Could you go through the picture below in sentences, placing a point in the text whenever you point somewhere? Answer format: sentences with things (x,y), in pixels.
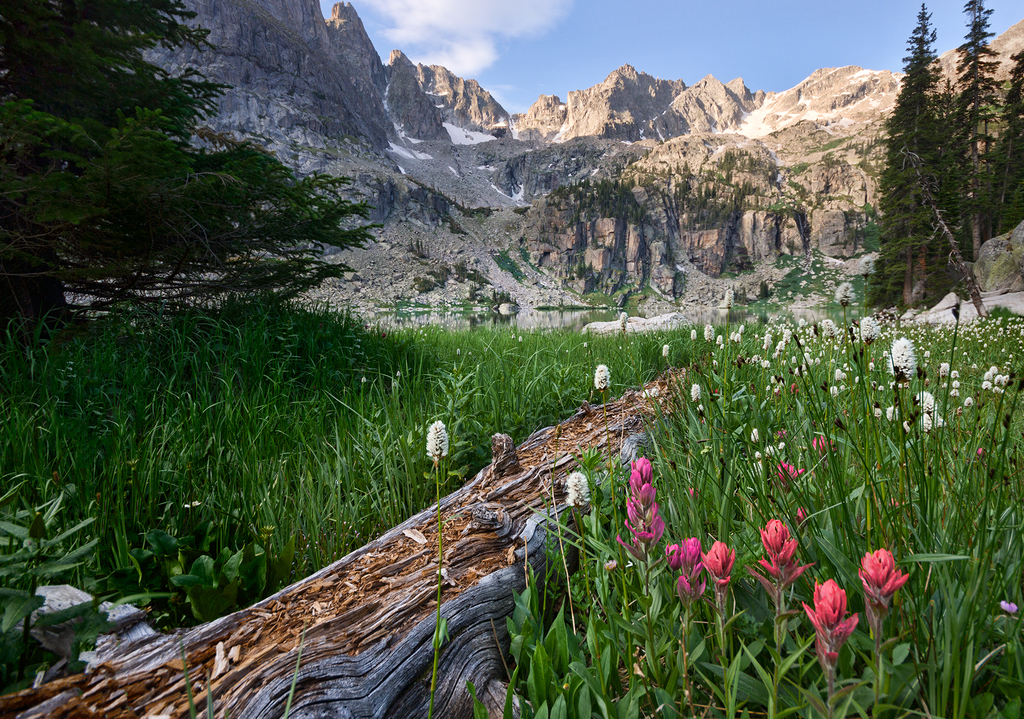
In this image we can see flowers plants (715,543), grass (210,456), trees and bark (458,607). Background of the image (300,68) mountain (650,110) and sky (697,50) is there.
